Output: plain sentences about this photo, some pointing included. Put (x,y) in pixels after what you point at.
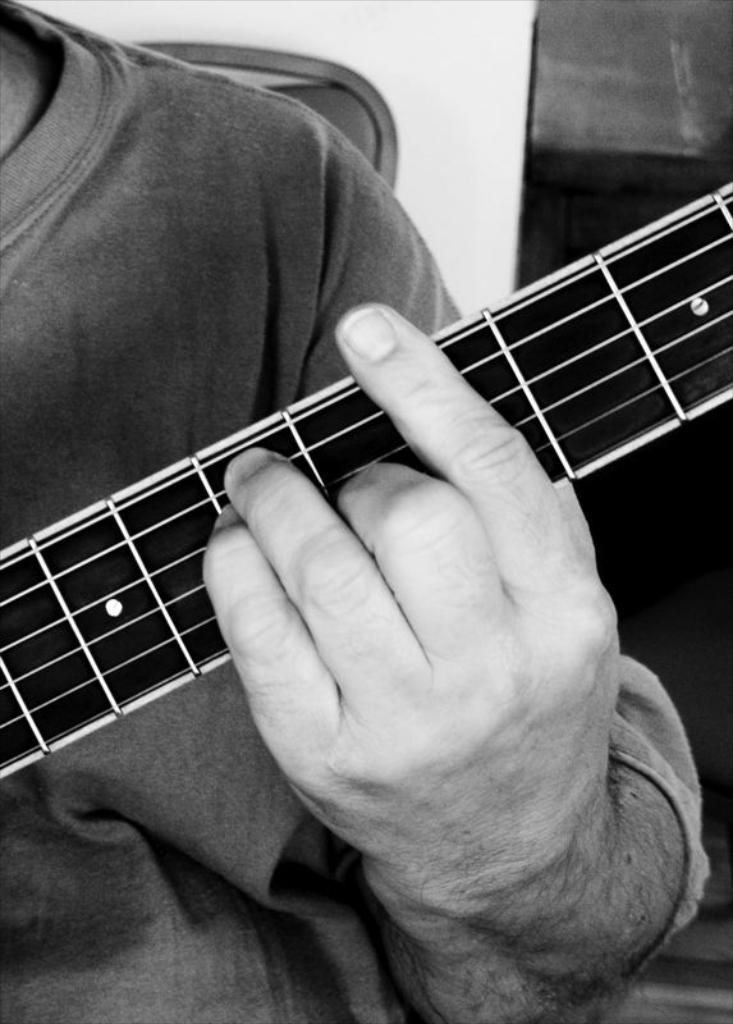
A black and white picture. This man (88,420) is playing a musical instrument (25,605).
